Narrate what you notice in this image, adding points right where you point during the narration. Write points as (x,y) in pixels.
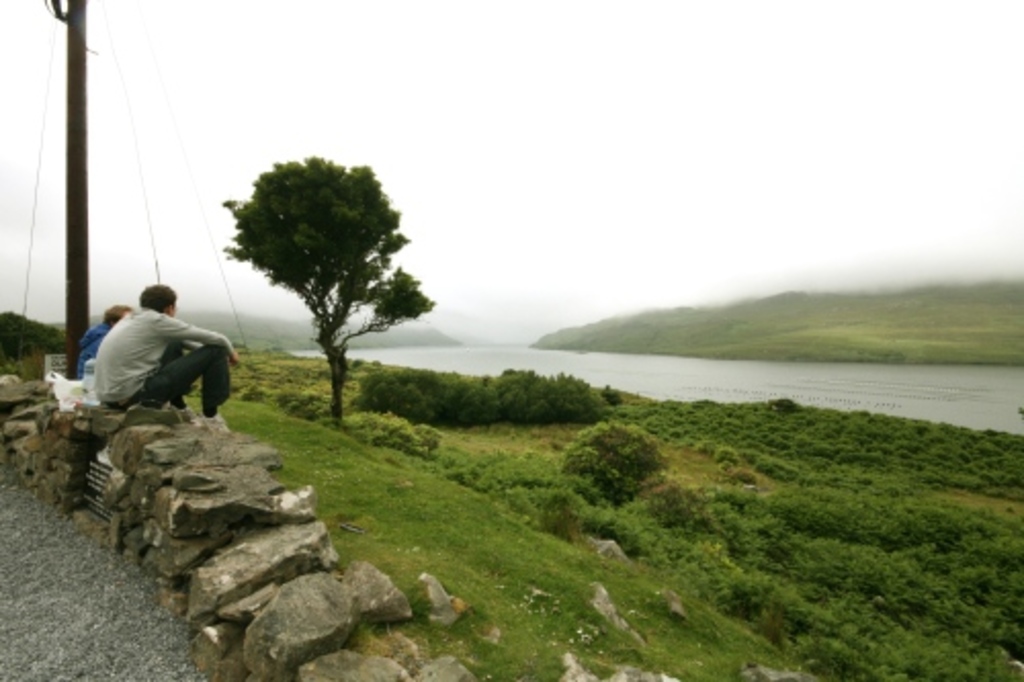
As we can see in the image there is grass (786,650), plants (623,441), tree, rocks (236,669), current pole (70,26), two people (134,342) sitting on rocks (187,534) and there is water (620,357). At the top (283,25) there is sky (292,23).
